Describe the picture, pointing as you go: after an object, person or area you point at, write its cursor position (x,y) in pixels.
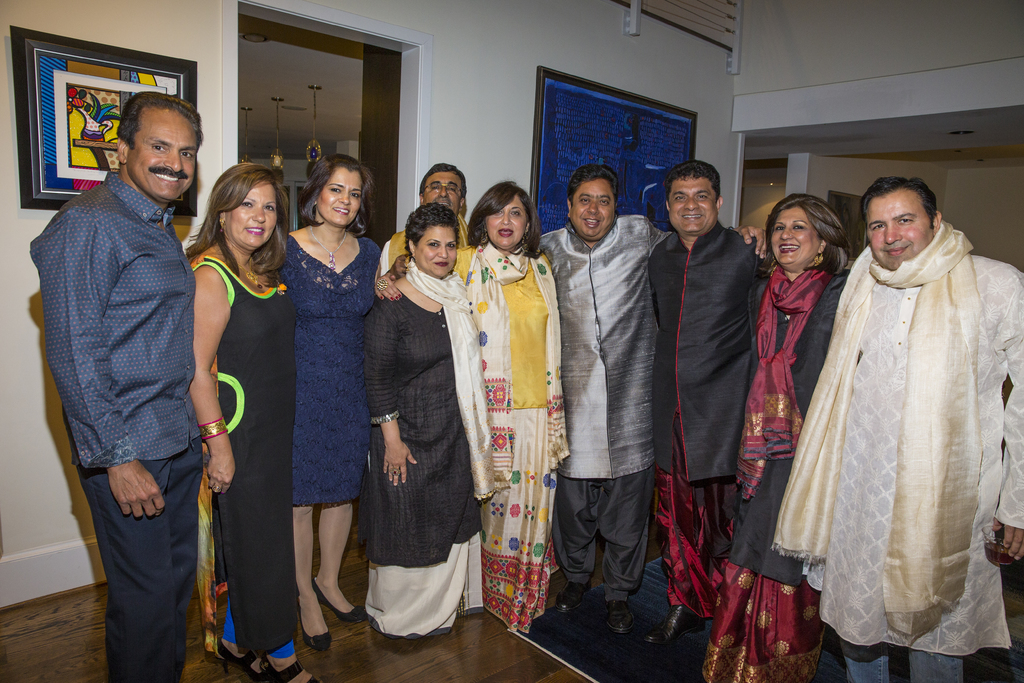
In this image we can see men (114,448) and women (324,361) are standing and smiling. They are wearing traditional dresses (774,385). Behind them, white color wall (520,65) is there. On wall (123,22) frames (551,103) are attached.
